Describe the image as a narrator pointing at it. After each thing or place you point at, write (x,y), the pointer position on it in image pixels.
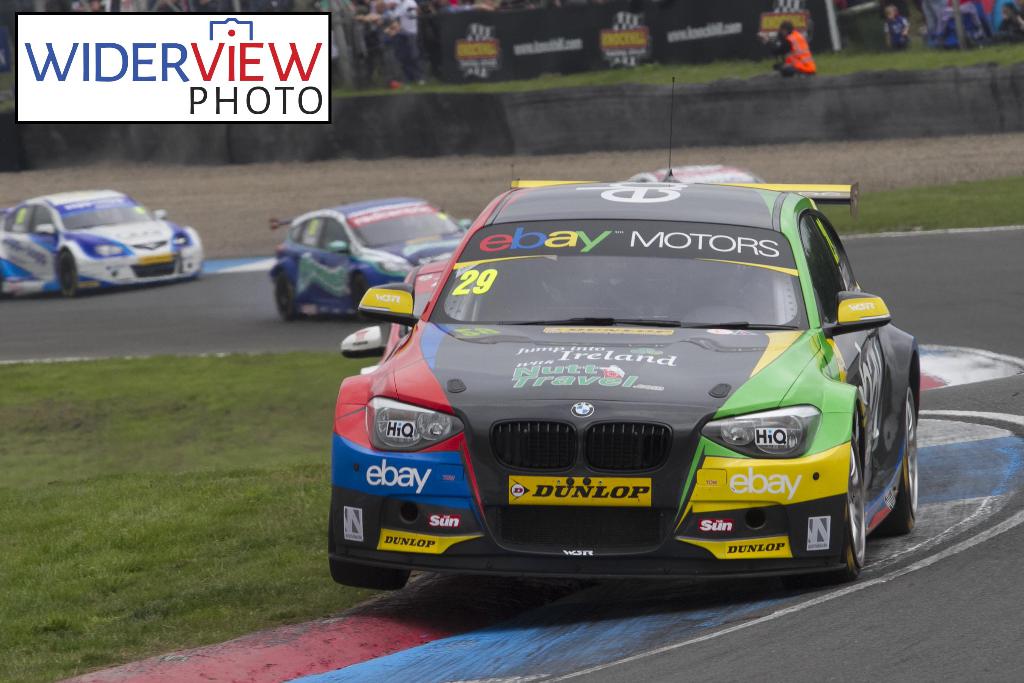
In this image there are race cars (485,246) on the path (1014,589), and at the background (915,52) there are group of people (893,35), grass (913,63), hoardings (753,40), and there is a watermark (206,100) on the image.
